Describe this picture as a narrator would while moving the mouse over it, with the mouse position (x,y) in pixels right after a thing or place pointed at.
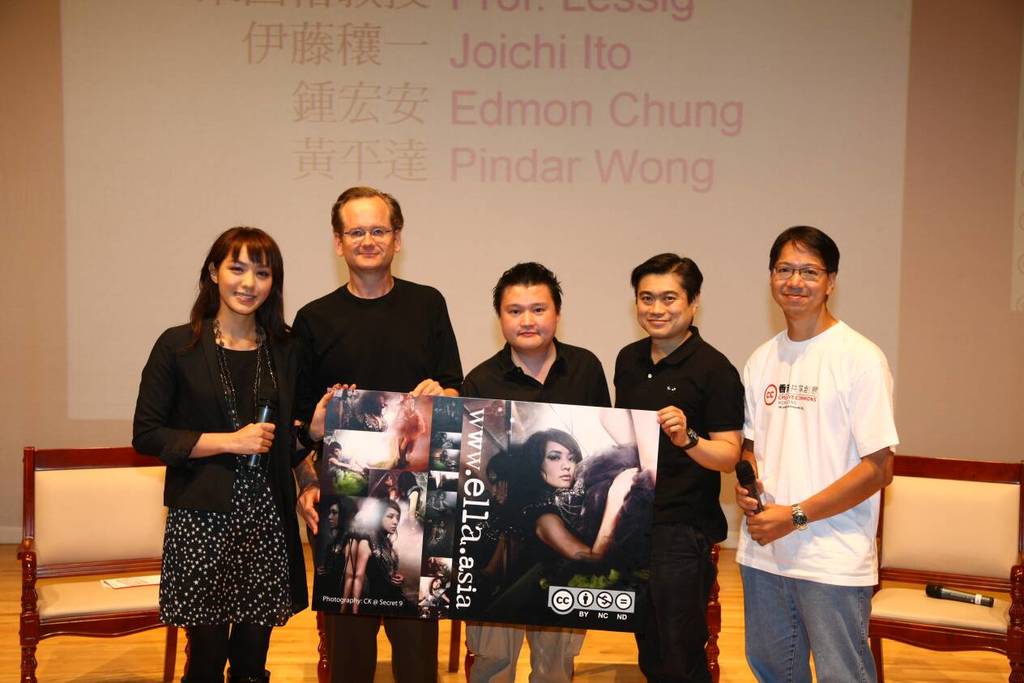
In the image we can see there are five people (589,369) standing and they are holding a sheet (338,480) on which there is a women (554,540) and at the back (351,123) there is a banner (460,120).
